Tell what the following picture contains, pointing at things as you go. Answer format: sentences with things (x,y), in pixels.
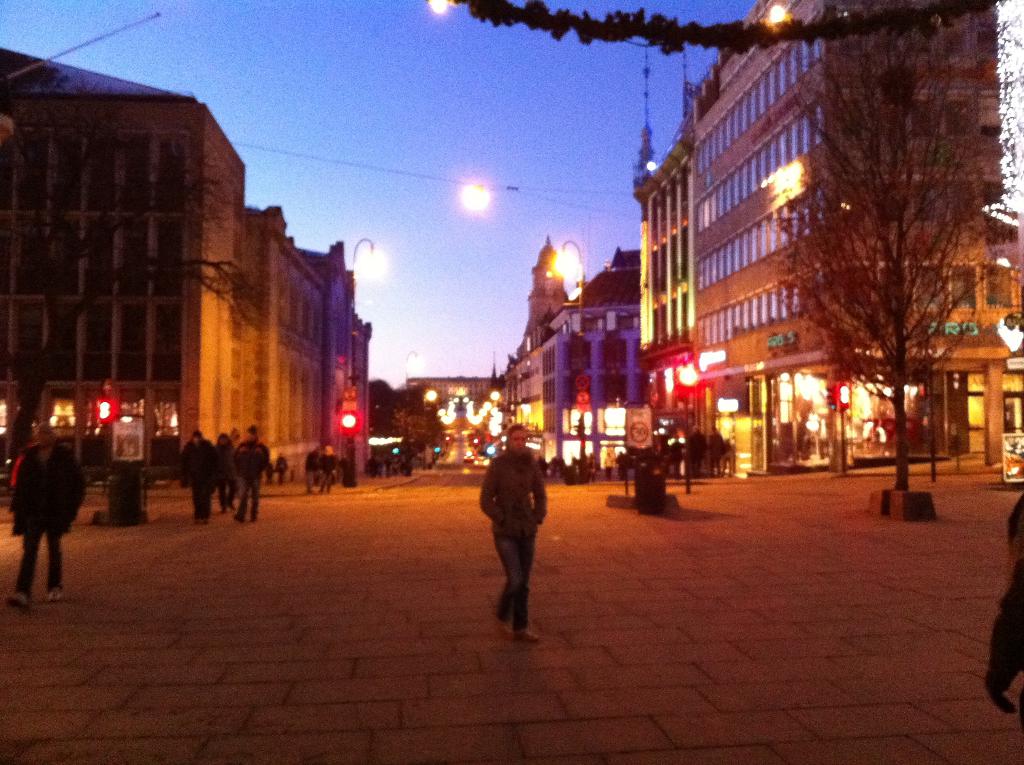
In this picture we can see a few people (243,491) on the path (436,496). There are some boards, lights (349,414), buildings (667,410), other objects (404,410) and the sky (528,101).
